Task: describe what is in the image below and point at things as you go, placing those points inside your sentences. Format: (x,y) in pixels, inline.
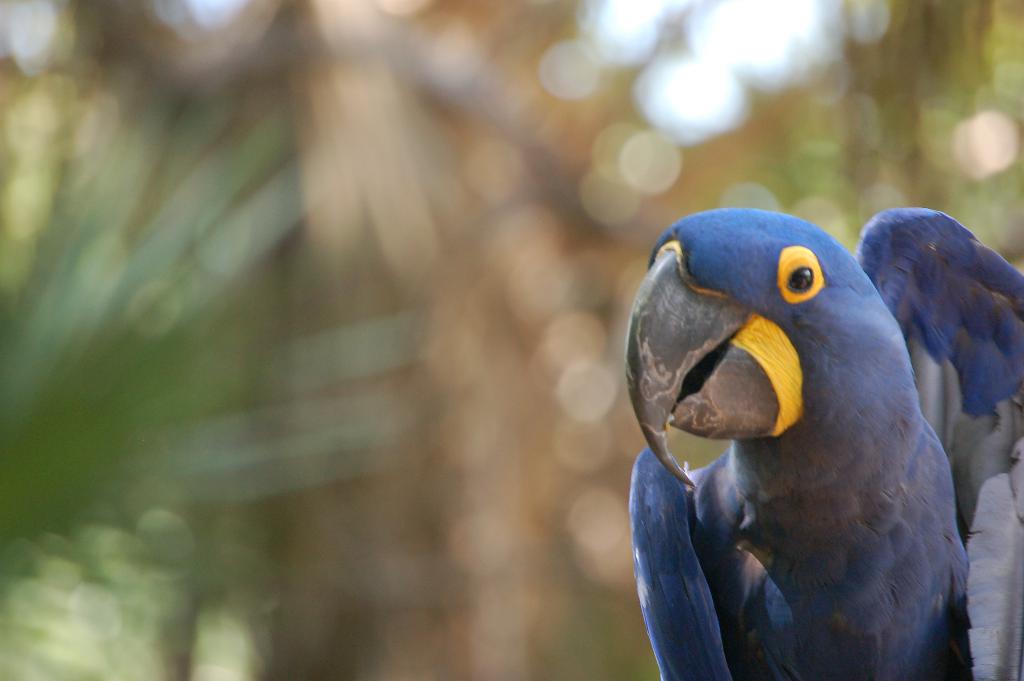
In this image on the right side (916,319) we can see a bird (956,581). In the background (327,245) the image is blur but we can see objects (297,224).
